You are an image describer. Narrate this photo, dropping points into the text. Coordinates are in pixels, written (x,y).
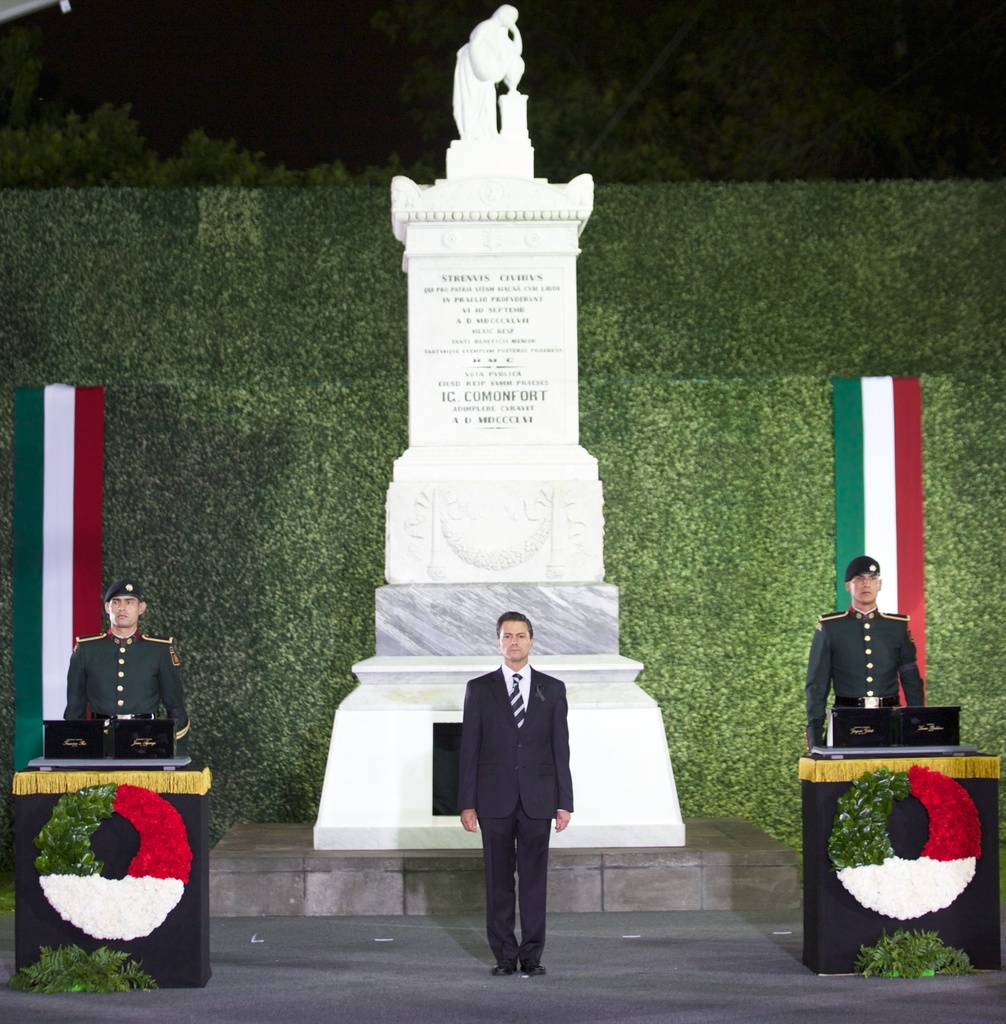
In this image there are persons (885,664) standing and in the background (273,413) are flags (900,458) and there are leaves (650,383) and there is a statue (464,154) and there is some text (480,352) written on the wall (498,374) which is white in colour and there are trees (563,117) in the background (567,124). In the front (134,828) there are stands (121,861) and there are flower rings (134,894) and on the top of the stand (89,782) there are objects (925,744) which are black in colour.
